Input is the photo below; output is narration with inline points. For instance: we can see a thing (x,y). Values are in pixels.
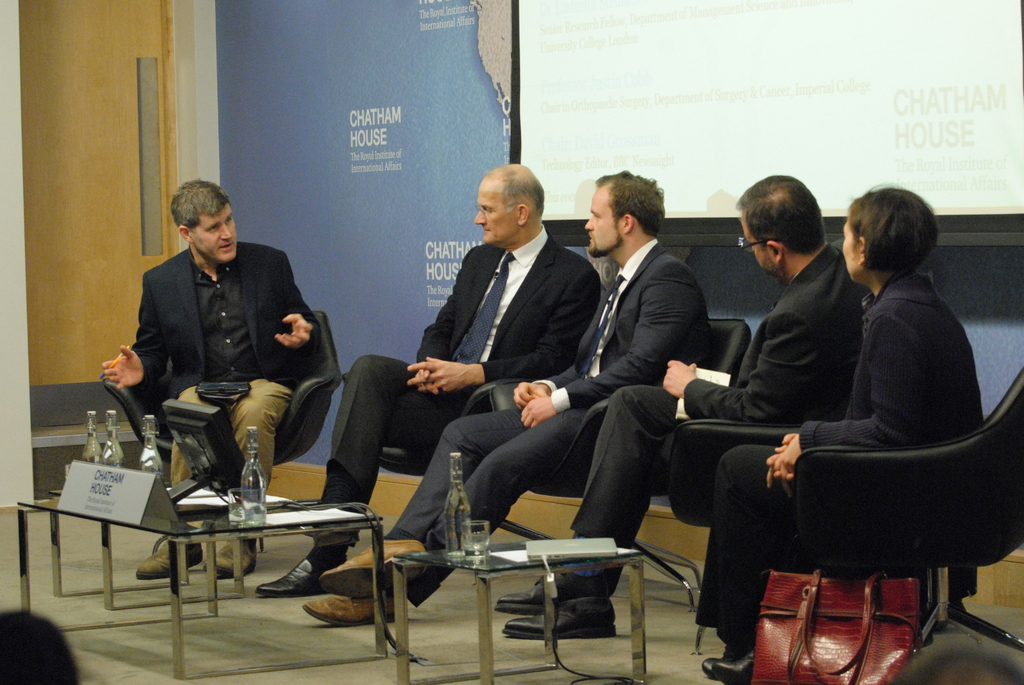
This persons (913,339) sitting on chair (578,491). On this table (190,521) there is a board (106,496), monitor (199,453) and bottles (153,431). Screen (582,120) is on wall (456,134). These persons (470,348) wore black suit (616,346). Beside this woman (931,299) there is a red color handbag (838,616).
